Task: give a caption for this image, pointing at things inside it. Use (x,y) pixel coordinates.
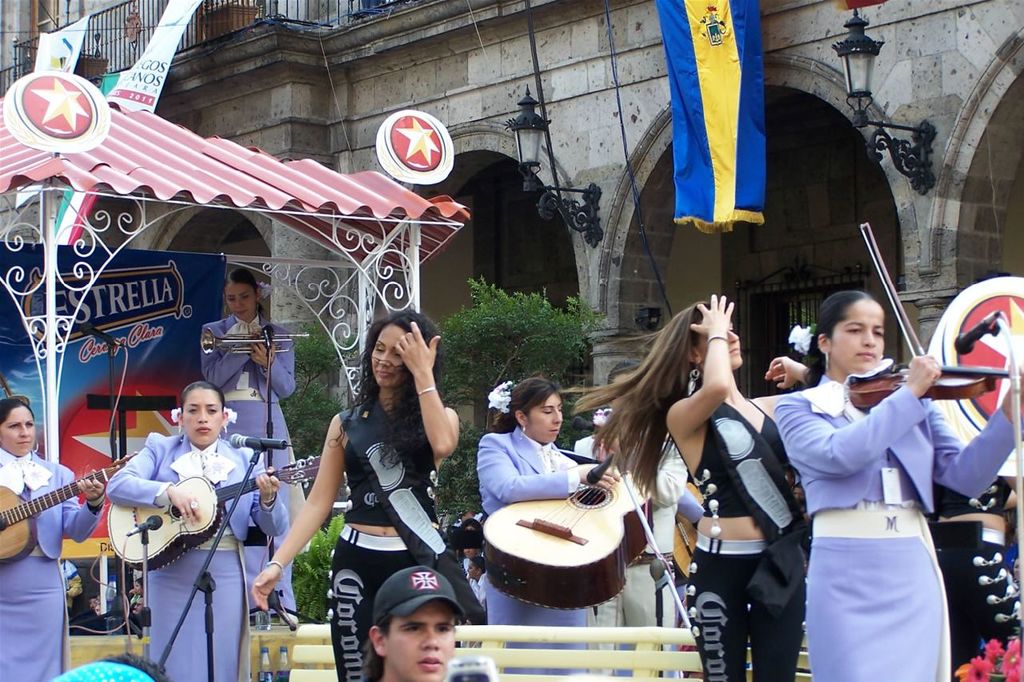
On the background of the picture (537,74) we can see one building (908,20). This is a flag (730,140). These are lights (536,136). Here we can see a platform (308,304) where one women (230,375) is standing and playing a musical instrument (206,342). In Front of the picture we can see few persons (693,464) standing and playing a musical instruments (601,591). Here we can see a man (381,606) wearing a cap (397,612). This is a flower (997,670) at the right side of the picture (989,660). This is a plant (527,341).
